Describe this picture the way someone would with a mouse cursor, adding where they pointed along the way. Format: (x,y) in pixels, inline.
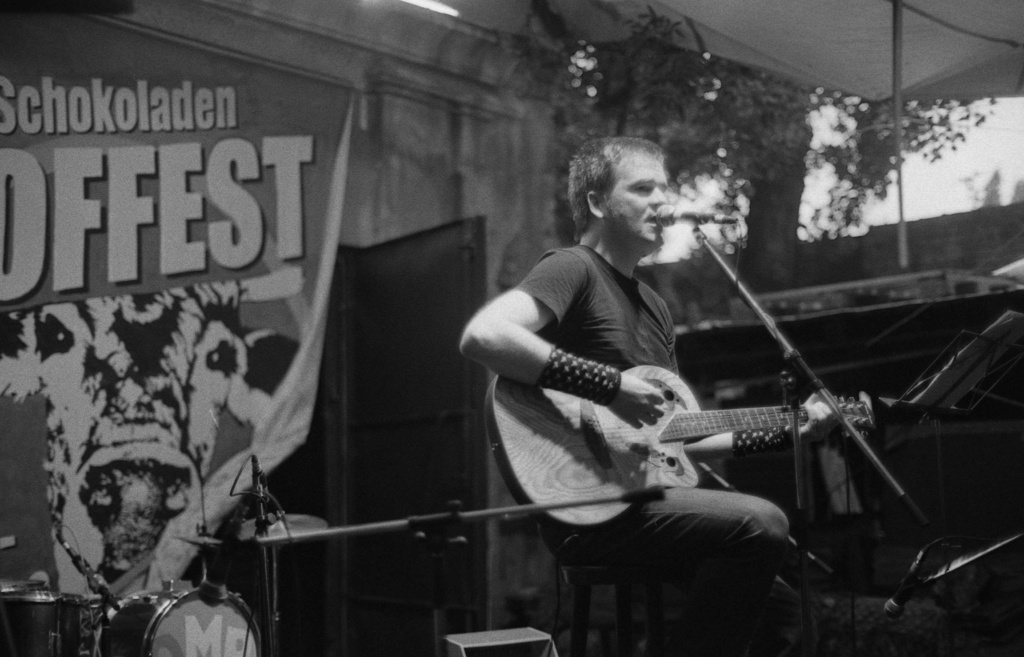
In the picture we can see a man (507,369) sitting on a stool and playing a guitar (615,448) near the microphone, he is wearing a T-shirt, in the background (399,369) we can see a tree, a tent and a wall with a poster (3,100) "Schokoladen OFFEST."
